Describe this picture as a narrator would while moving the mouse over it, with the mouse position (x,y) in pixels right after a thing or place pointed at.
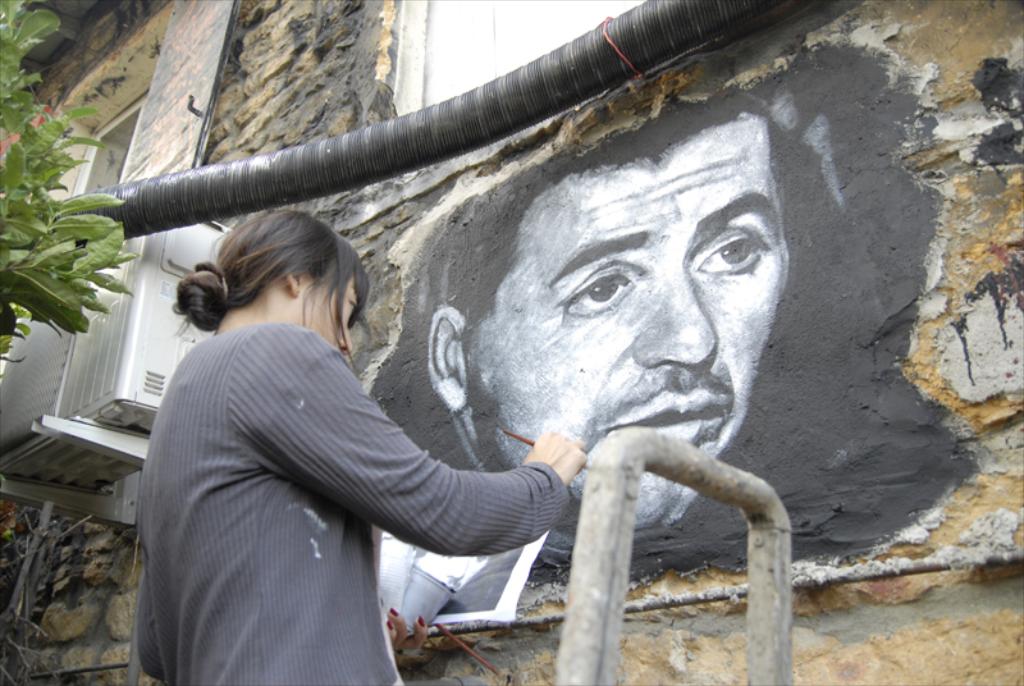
In this image, we can see a person (336,494) wearing clothes (344,556). There is an art (672,240) on the wall (592,255). There is an air conditioner (135,347) and branch (33,299) on the left side of the image (56,219). There is a pipe (515,84) at the top of the image (552,73).
